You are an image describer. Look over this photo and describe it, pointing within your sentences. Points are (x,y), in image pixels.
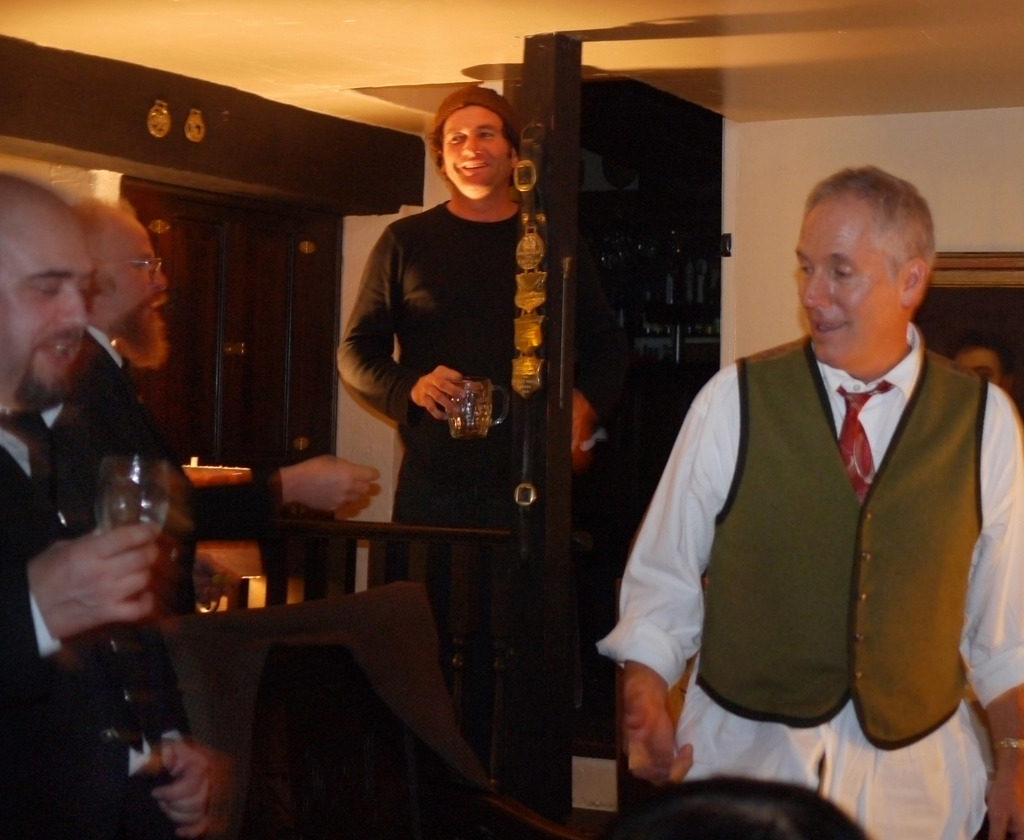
It is a picture, there are total four men (694,705) in the picture first man (807,633) is talking something the remaining people (377,331) are holding glasses (467,385) in their hands (435,390), in the background (733,155) there is a white color wall (733,174).
